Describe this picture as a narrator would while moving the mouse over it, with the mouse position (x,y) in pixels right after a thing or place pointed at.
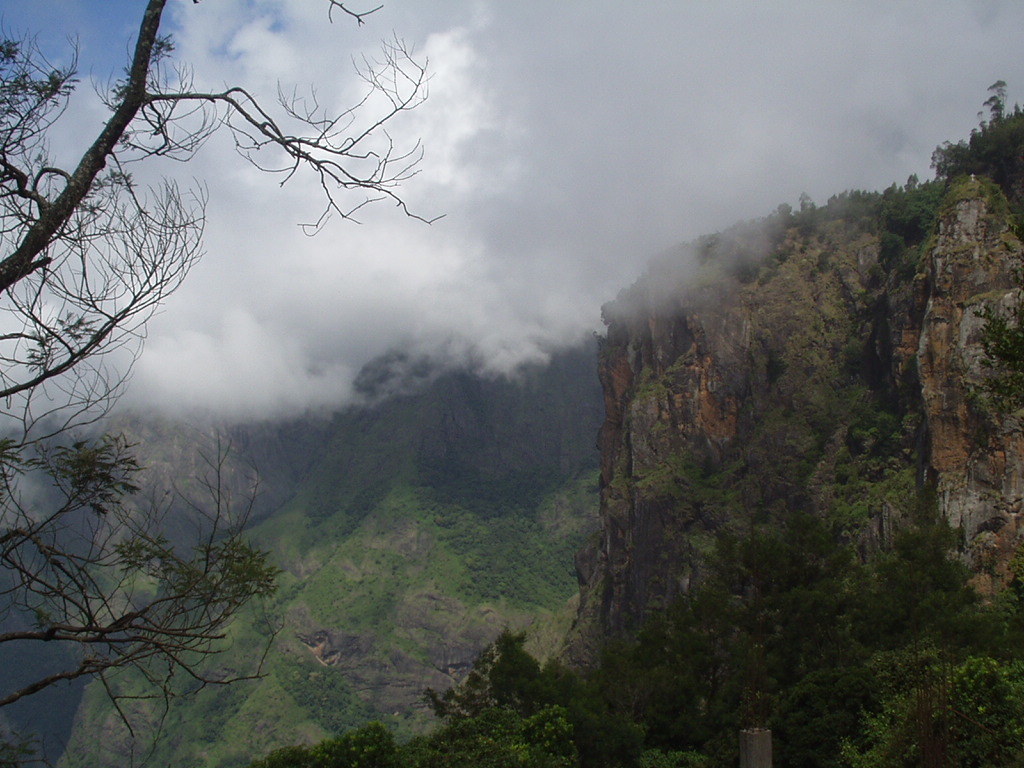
This picture is taken from the forest (851,625). In this image, on the right side (884,240), we can see some rocks (982,247), trees (853,716) and plants (624,754). On the left side (79,187), we can see some trees (105,603). In the background (149,726), we can see some trees (482,452), plants (394,452). At the top (454,140), we can see a sky (632,260) which is cloudy, at the bottom (614,765), we can see some plants (567,757), trees (468,719) and a grass (426,573).
